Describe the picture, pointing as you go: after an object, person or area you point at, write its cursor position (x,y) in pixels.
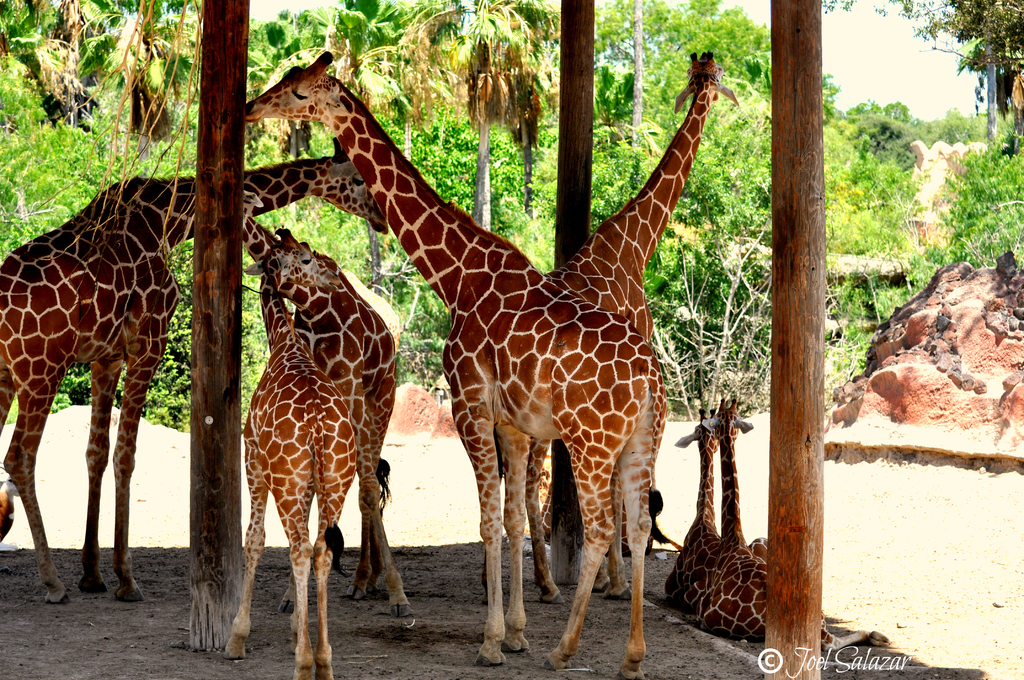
This picture is clicked outside the city. In the center (500,446) we can see the group of giraffes (396,194) standing on the ground (747,446). On the right (727,424) we can see the two giraffes (749,551) sitting on the ground (749,518) and we can see the trunks (786,42) of the trees (218,413). In the background (922,141) there is a rock (942,314), plants (1001,167), trees (479,44) and the sky (920,63).
